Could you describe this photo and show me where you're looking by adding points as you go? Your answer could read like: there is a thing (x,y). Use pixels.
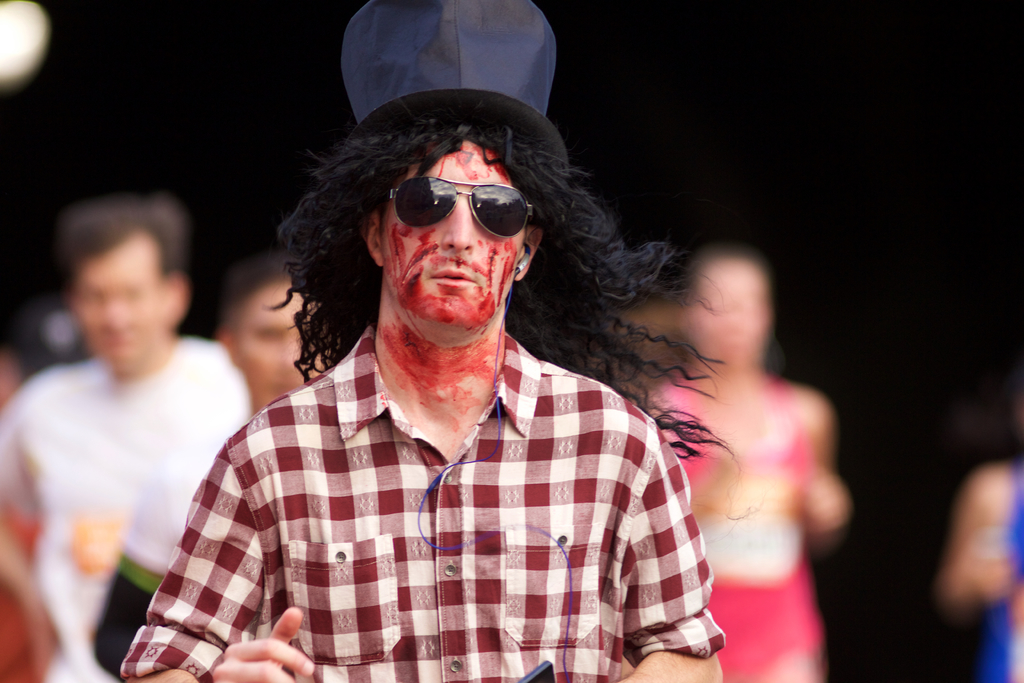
In this picture we can see a man (367,478) with goggles (448,210) and a hat (415,47). Behind the man (334,524), there are blurred people (195,394) and a dark background (877,582).
